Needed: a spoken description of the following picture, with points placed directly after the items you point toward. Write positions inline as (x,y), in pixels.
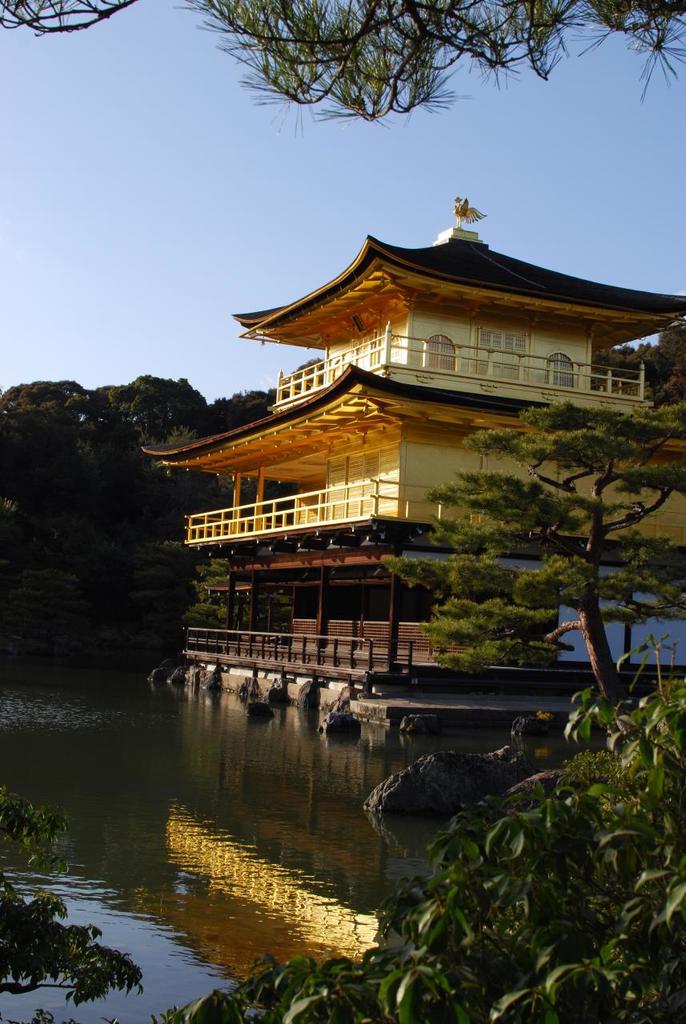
In this image in the center (451,541) there is a plant (520,895) and in the background (216,740) there is water (216,740) and there is a building (422,462) and there are trees (137,480).
